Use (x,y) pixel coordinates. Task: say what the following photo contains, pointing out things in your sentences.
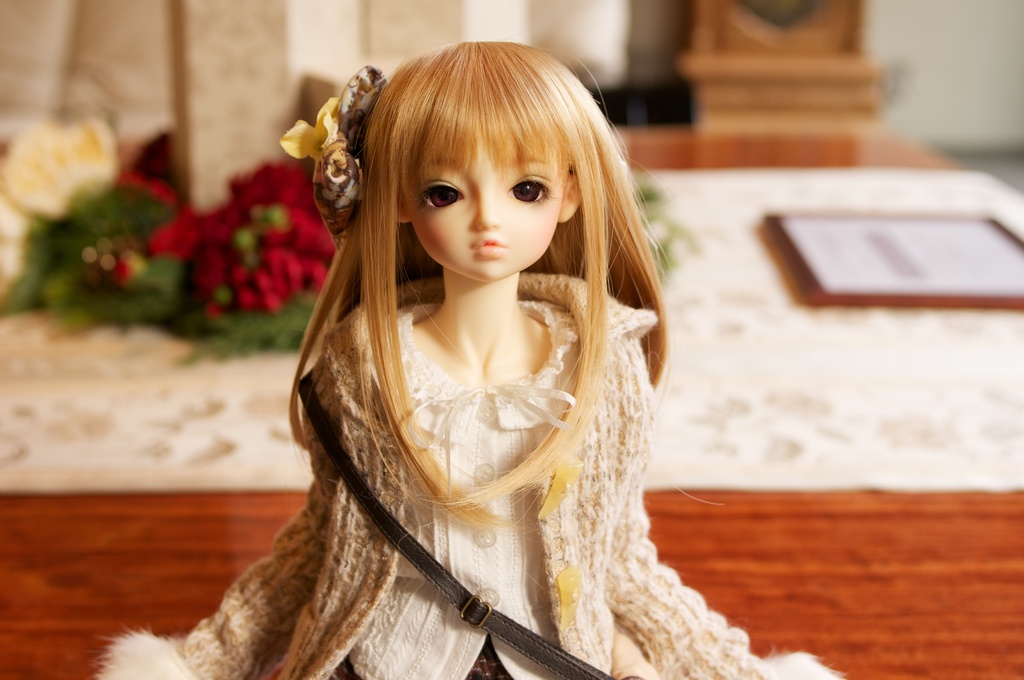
In this image I can see a doll (361,371) in the front (431,400) and I can see she is wearing white and cream colour dress (388,598). In the background (123,218) I can see few red colour things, a white colour paper (857,236) and few green colour things (169,320). I can also see this image is little bit blurry in the background (77,409).
